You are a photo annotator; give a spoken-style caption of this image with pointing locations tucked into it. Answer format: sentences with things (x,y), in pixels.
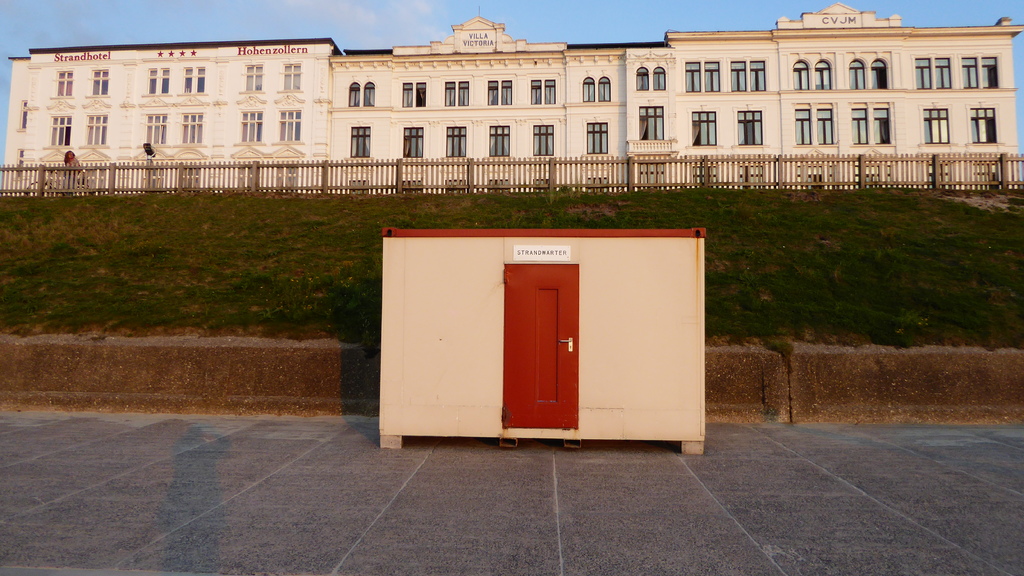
We can see shelter (615,266) on the surface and door (558,271), behind this shelter (663,332) we can see wall (743,361) and grass (775,225). In the background (261,179) we can see fence (564,179), building (255,88), windows (353,101) and sky (616,20).
